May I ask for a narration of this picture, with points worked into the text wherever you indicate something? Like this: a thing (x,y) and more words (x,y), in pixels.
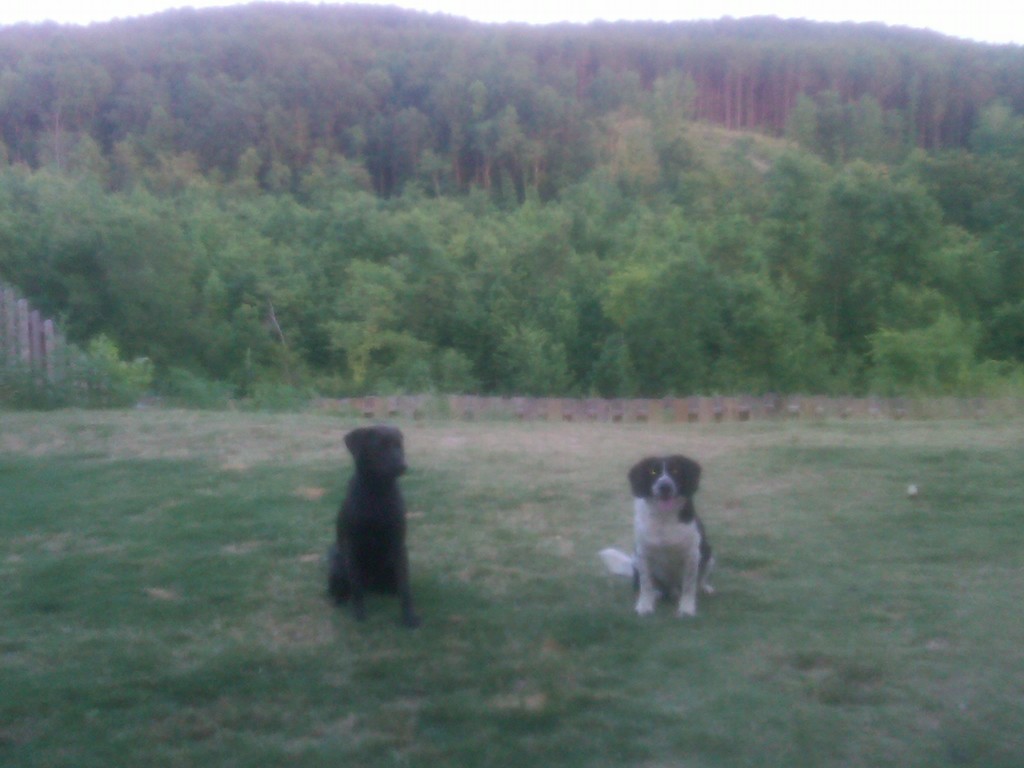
In this image I can see two animals (362,521) and they are in black and white color. In the background (531,335) I can see few trees (407,220) in green color and the sky (643,10) is in white color.
